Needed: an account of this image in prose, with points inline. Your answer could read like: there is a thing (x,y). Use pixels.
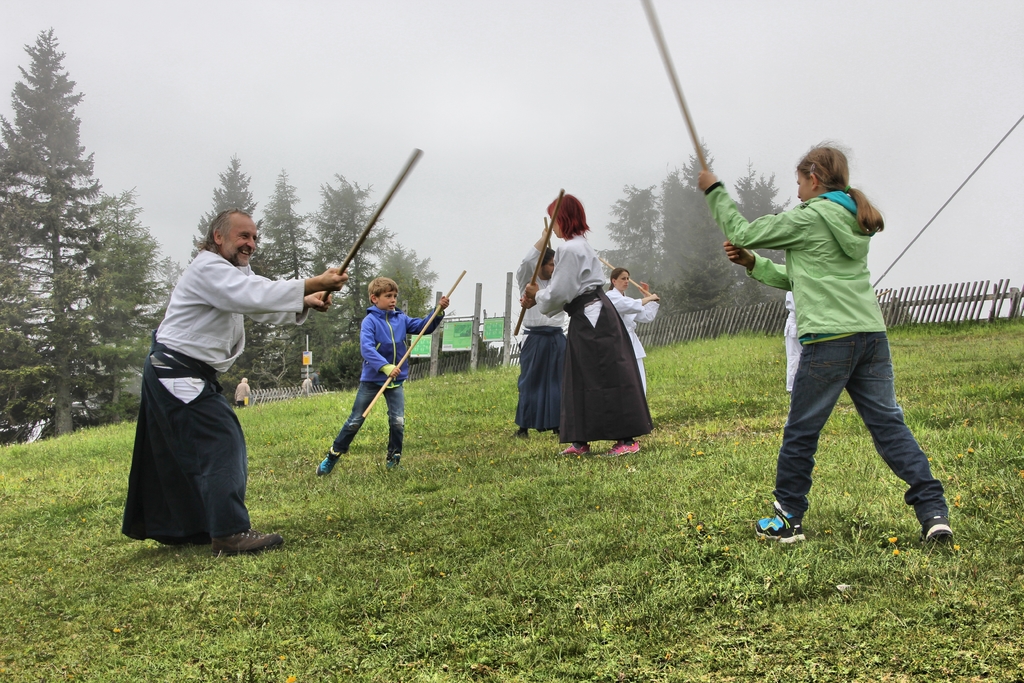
In this picture we can see some people (628,351) standing and playing with sticks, at the bottom (600,554) there is grass (633,566), we can see some trees (687,255) in the background (690,219), there is a fencing (974,299) here, we can see the sky (903,95) at the top of the picture (899,83).
